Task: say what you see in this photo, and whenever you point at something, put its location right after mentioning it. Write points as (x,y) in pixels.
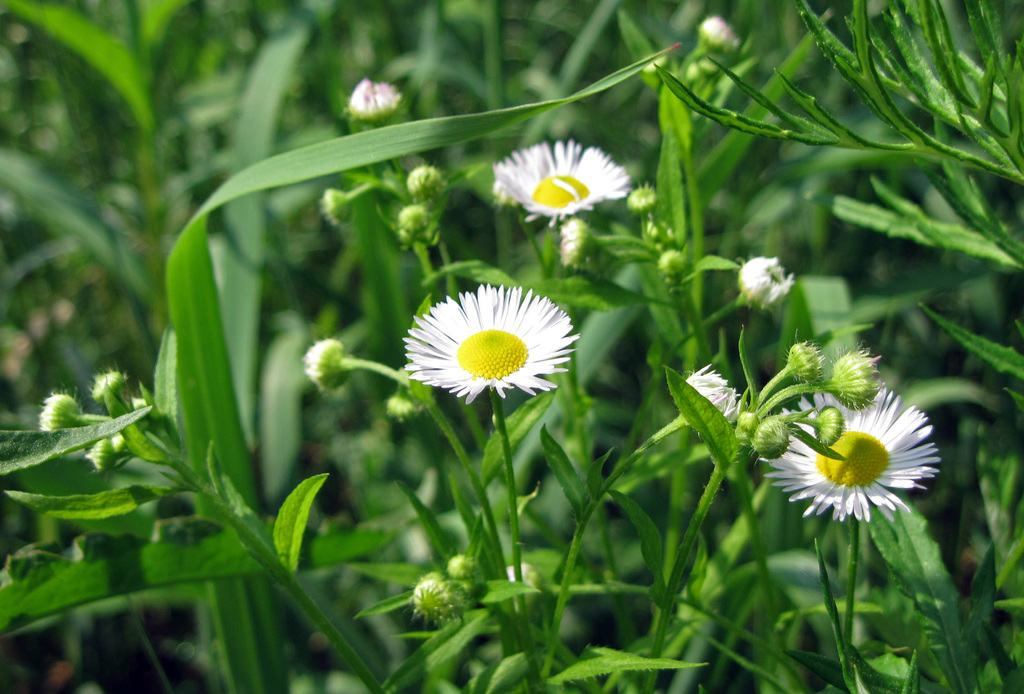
Here in this picture we can see flowers (867,441) present on plants (426,108).
